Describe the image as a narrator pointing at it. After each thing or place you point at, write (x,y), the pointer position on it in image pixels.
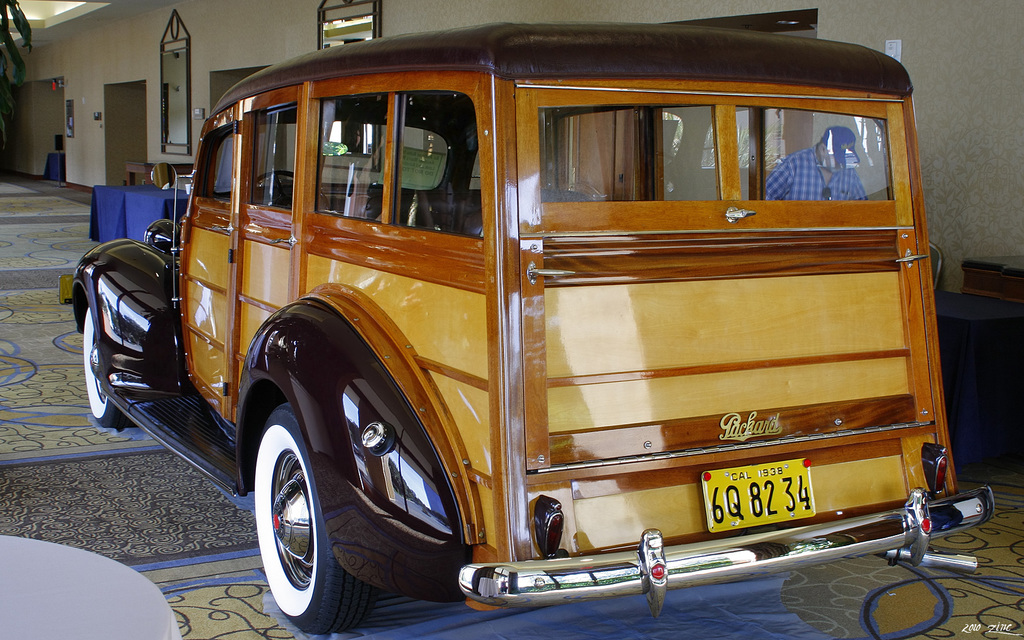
In this picture there is a car (516,498) which is parked near to the wall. Here we can see a man (824,174) who is wearing cap (851,156), shirt (809,189) and goggles (825,195). He is standing near to the door (734,174). On the right (1018,302) we can see table (1005,308). On the left (144,200) we can see blue color cloth (113,205) which is covered on the table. Beside that we can see mirrors (167,146). On the bottom right corner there is a watermark (984,630).
